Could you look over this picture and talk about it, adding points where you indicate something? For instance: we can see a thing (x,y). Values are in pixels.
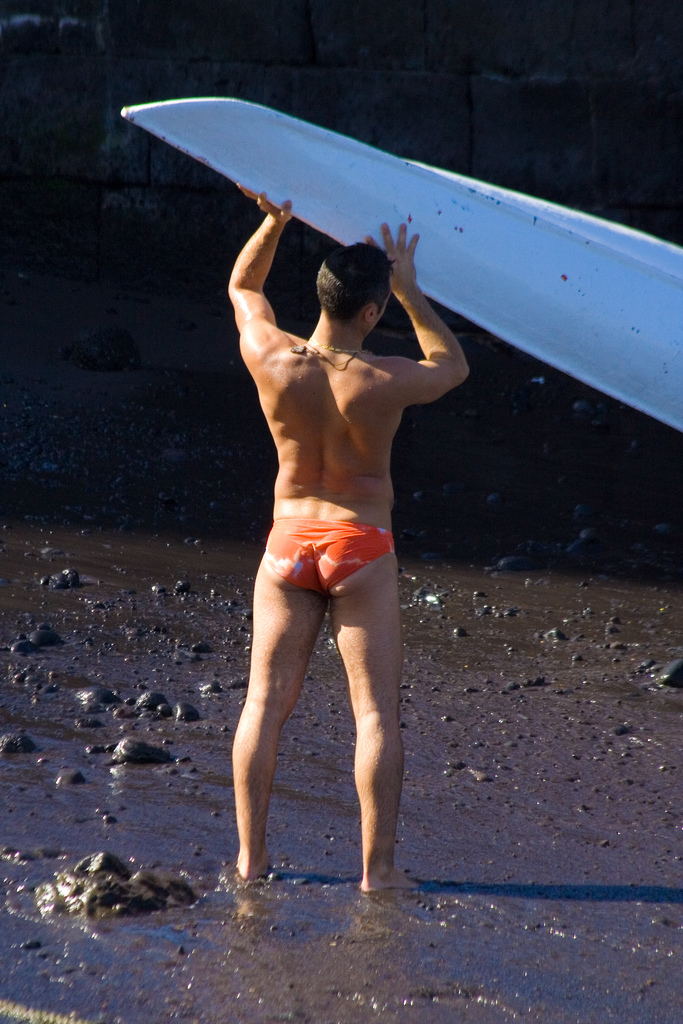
In this image I can see a man (298,402) standing. In the background (70,193) there is a wall (178,44).
